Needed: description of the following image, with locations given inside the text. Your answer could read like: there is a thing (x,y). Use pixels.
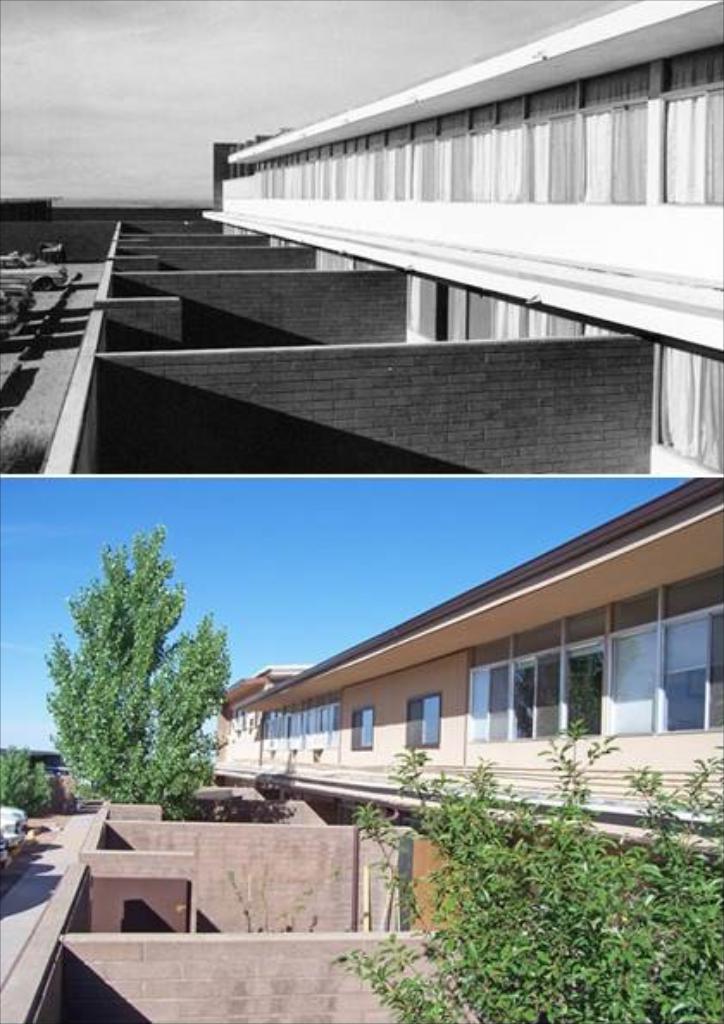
In the foreground of the image (542,828) we can see the building (545,711), walls (97,985), trees (613,996) and cars (4,851). On the top of the image (623,231) we can see a building (695,240), walls (253,359) and cars (24,291).
